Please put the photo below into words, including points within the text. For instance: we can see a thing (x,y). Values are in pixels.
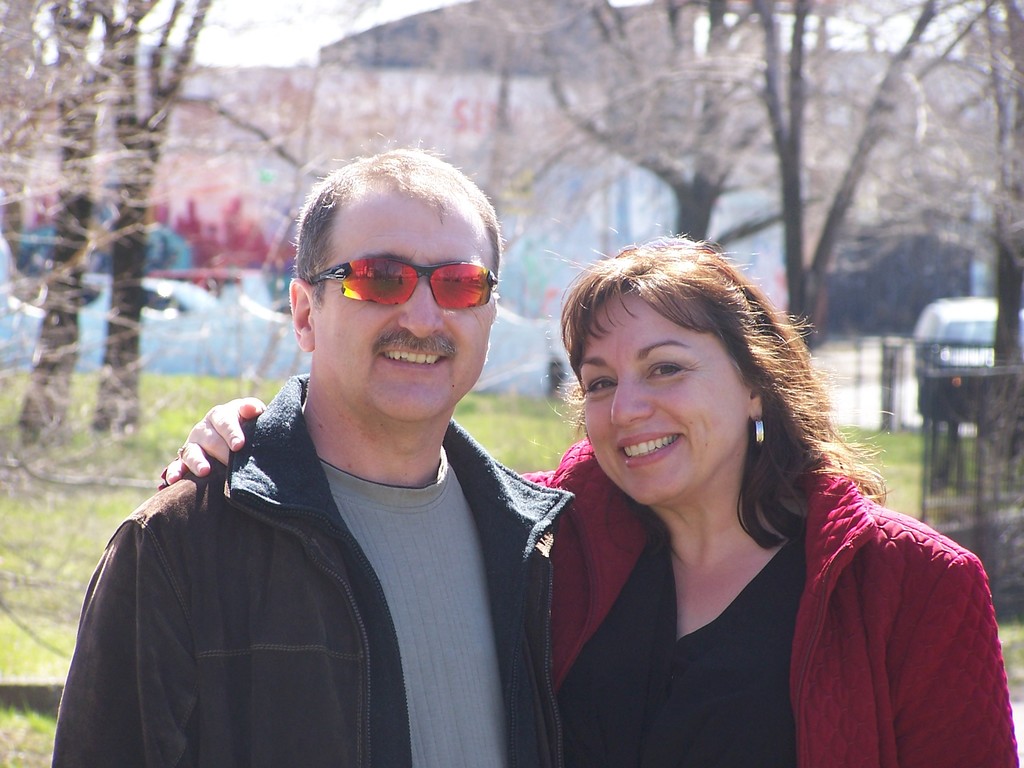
In this picture I can see a man (506,544) and a woman (797,638) standing and I can see a man (420,307) wore sunglasses (438,276) and I can see trees (585,140) and painting (555,193) on the wall (774,236) and I can see grass (222,387) on the ground (262,386).
